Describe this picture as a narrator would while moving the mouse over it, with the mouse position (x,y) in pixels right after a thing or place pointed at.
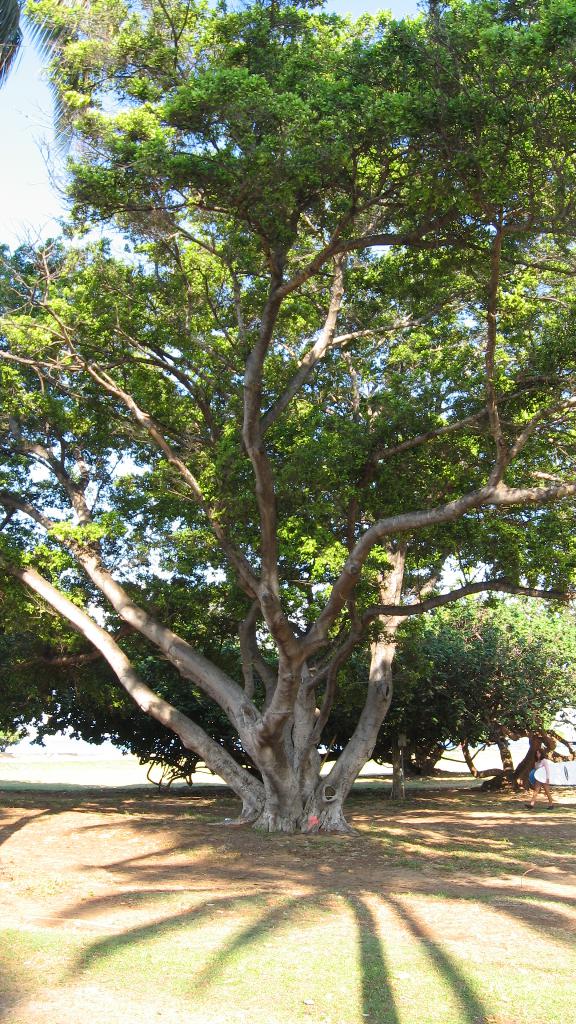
In this image there are trees (319,564) and at the top (78,158) we can see sky (51,169).
